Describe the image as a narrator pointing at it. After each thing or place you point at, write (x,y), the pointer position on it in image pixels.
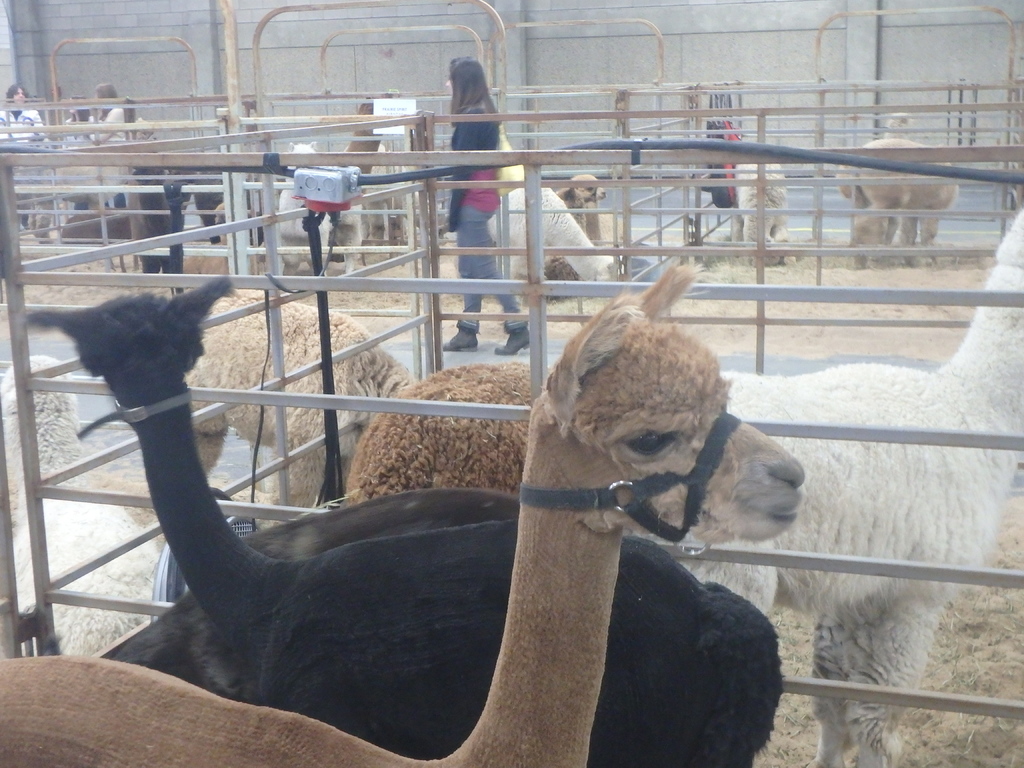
Here I can see few animals (516,425). Around these I can see the railings (754,185). In the middle of the image (494,260) there is a woman (487,202) walking on the road (447,354) towards the left side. In the background (420,42) there is a wall (427,52).
